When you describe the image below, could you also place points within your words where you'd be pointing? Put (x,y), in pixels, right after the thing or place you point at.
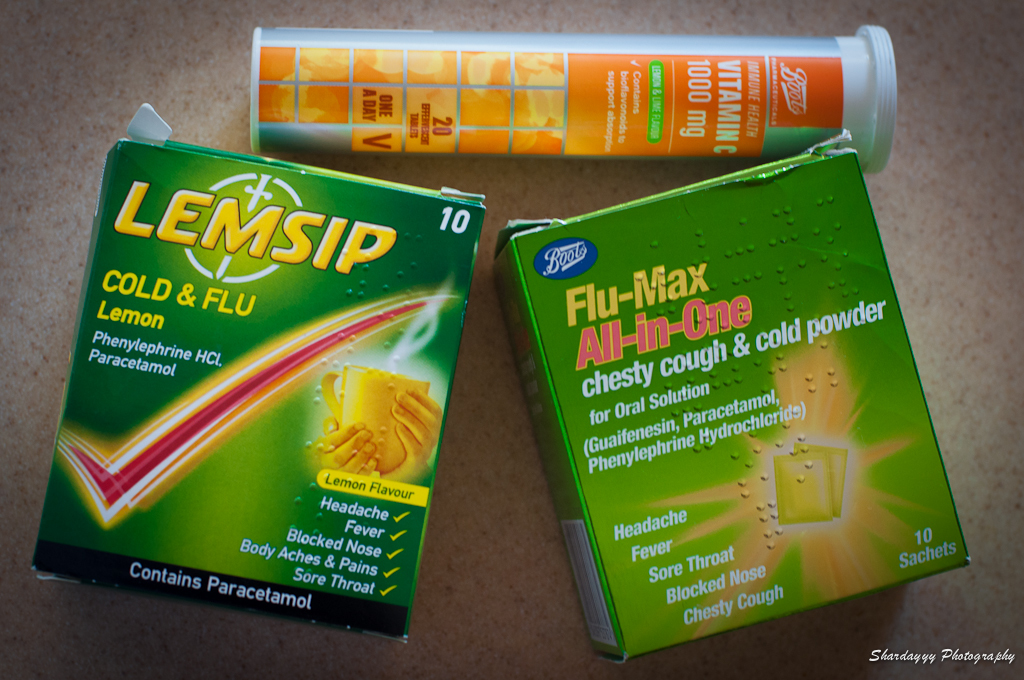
In this image I can see two green color boxes (689,386) and an orange color bottle (509,90). On these I can see some text (616,525).
